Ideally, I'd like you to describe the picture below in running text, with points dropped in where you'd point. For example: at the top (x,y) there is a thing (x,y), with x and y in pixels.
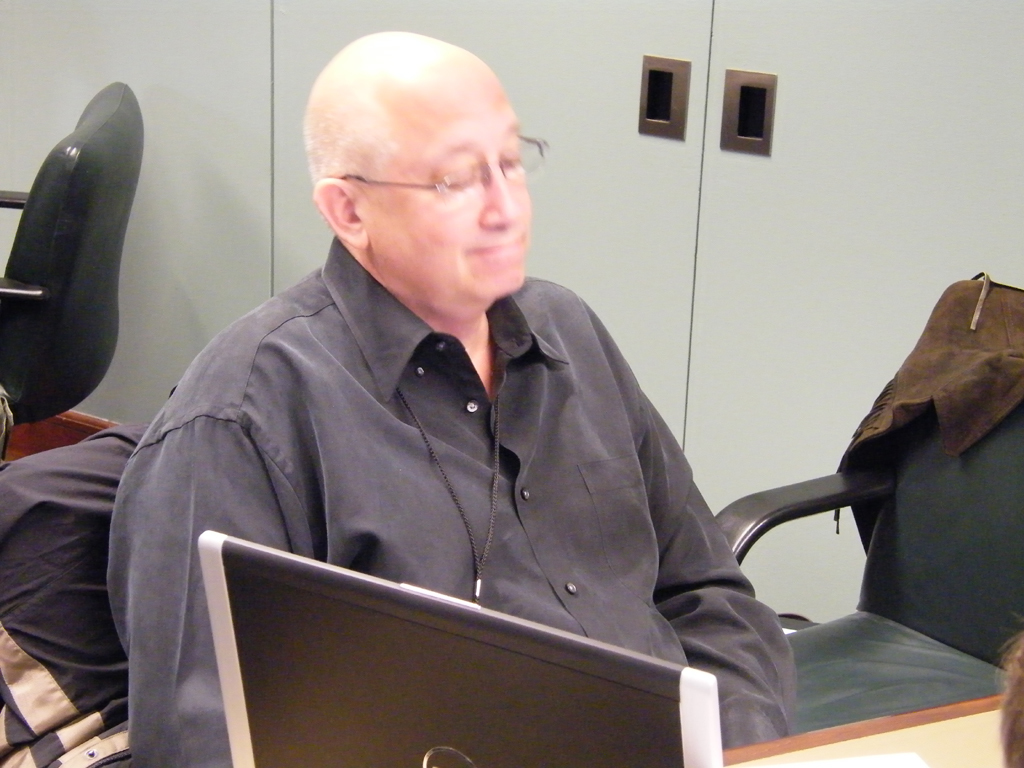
A man (231,408) is sitting in the middle (431,479) wearing a black shirt (362,470). He is wearing glasses (458,177). In the right side (863,543) there is a chair (943,582) on it a jacket (943,382) is hanged. On the left side (22,349) there is another chair (30,269). In the background (81,73) there are cupboard (869,172). In the foreground (302,667) there is a laptop (499,740).
